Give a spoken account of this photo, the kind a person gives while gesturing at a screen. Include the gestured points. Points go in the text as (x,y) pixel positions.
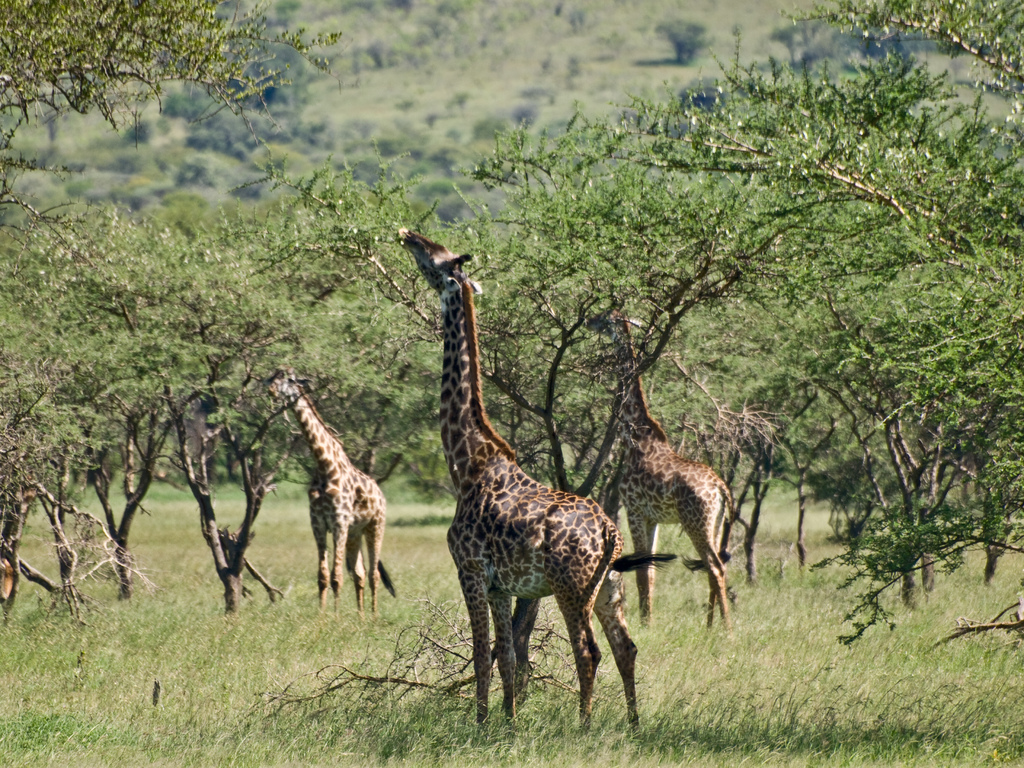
In this image I see 3 giraffes (518,516) which are of brown and cream in color and I see the grass (769,637). In the background (106,463) I see the trees (775,191).
